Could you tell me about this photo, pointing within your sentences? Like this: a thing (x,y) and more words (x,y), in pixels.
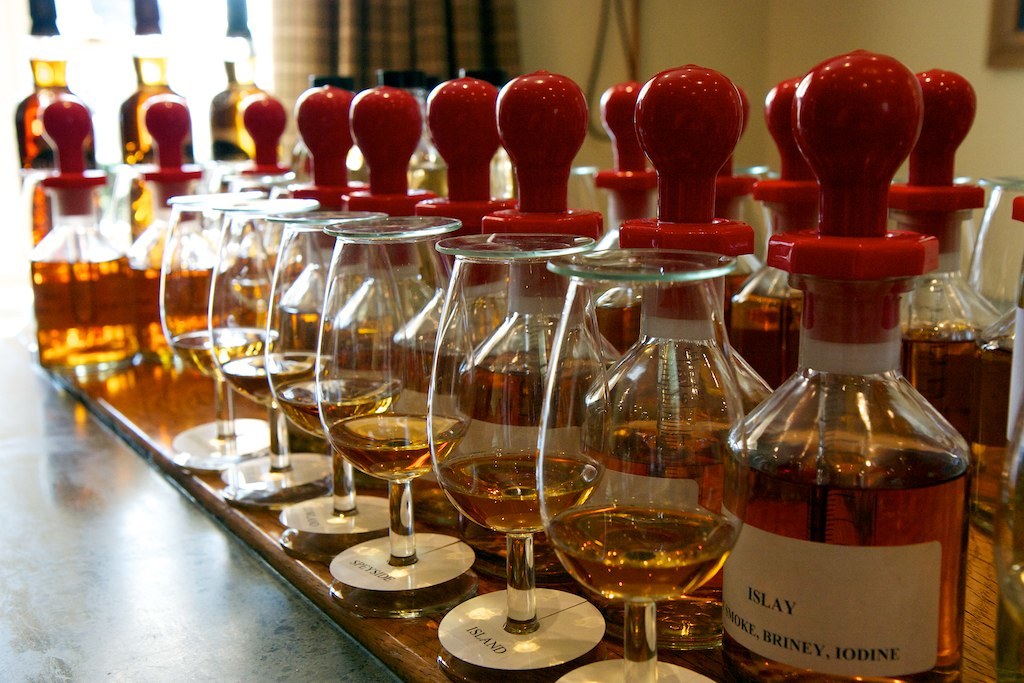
In this image I can see a couple of glass bottles (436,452) and glasses (367,438) on a table (207,411).
